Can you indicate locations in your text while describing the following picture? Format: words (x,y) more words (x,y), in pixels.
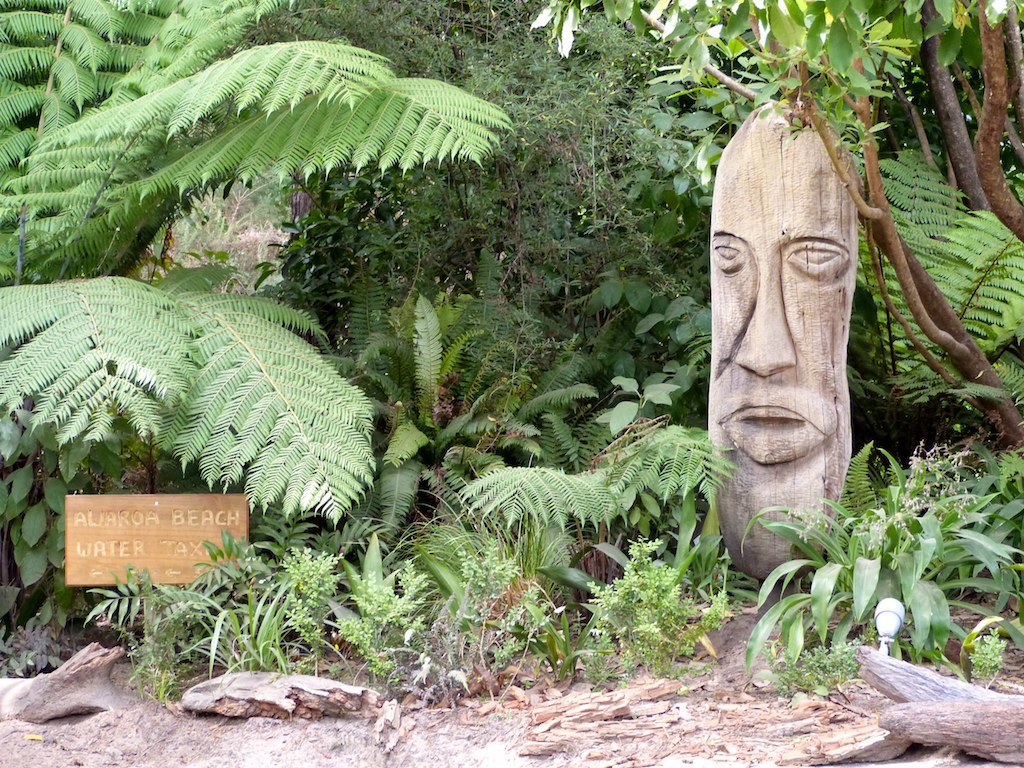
In this image we can see trees (992,197) and plants (392,228), beside that we can see text (115,519) written on the board (198,527). And on the right (764,183) we can see sculpture (791,418), at the bottom (959,694) we can see wooden objects (827,717).
